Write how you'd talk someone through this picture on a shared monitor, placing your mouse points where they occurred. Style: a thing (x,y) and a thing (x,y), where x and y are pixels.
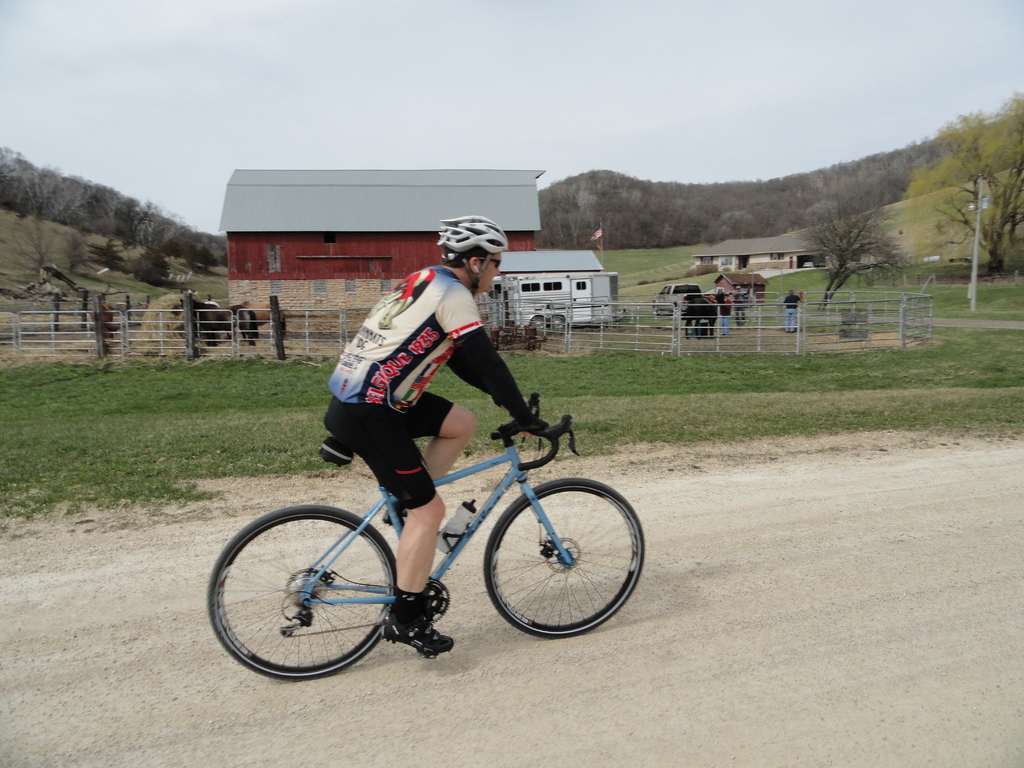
Here is the man (440,321) wearing helmet (447,255) and riding bicycle (364,516). This is a house (382,208) with a rooftop (300,224). I can see animals (225,309) here. This is a fencing (99,319). This is a truck (577,285) which is white in color. There are few people (732,298) standing. This is a flag (598,245) hanging. At the background (770,199) these are the trees (89,214) and hill (639,214).
